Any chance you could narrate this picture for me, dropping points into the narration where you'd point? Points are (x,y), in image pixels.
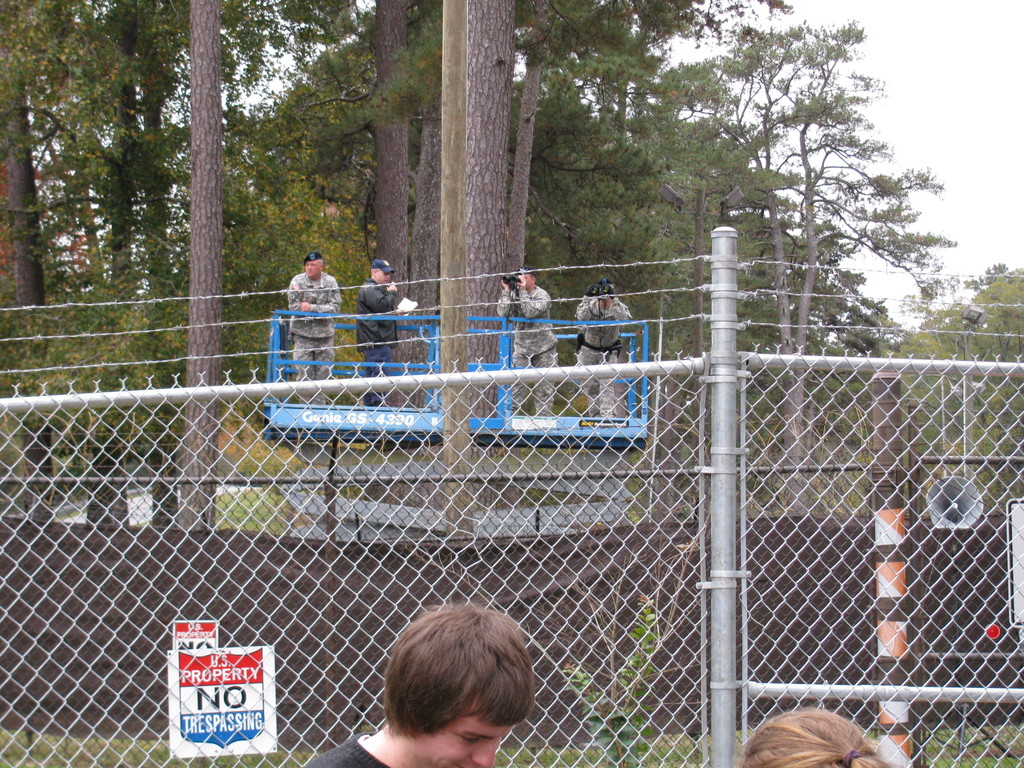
In this image, we can see mesh (327,565), rods (326,387), posters (198,680), plant (630,623), grass (180,767). At the bottom (839,765), we can see human heads (480,751). Background (629,405) we can see few people (614,386) are standing on the blue color object (437,416). Few are holding few things (590,295). Here there are so many trees (584,269) and sky (903,159).
